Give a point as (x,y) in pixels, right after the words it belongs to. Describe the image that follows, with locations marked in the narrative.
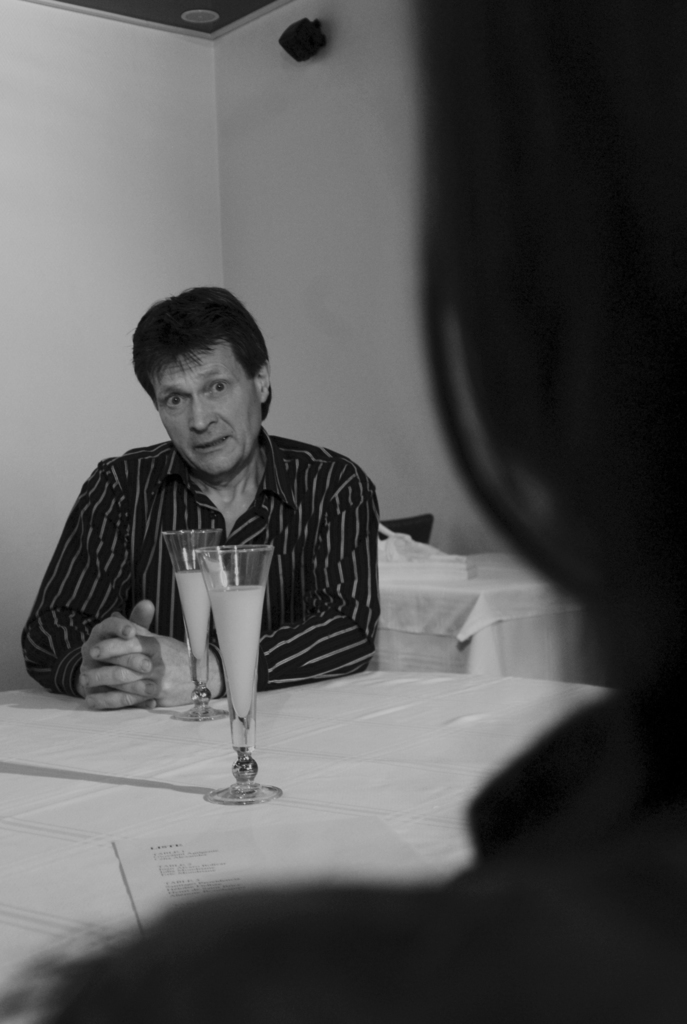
people (423,971) are seated on the chair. in the center (249,597) there is a table (327,802) on which there are glasses (189,563) and paper (196,865).
